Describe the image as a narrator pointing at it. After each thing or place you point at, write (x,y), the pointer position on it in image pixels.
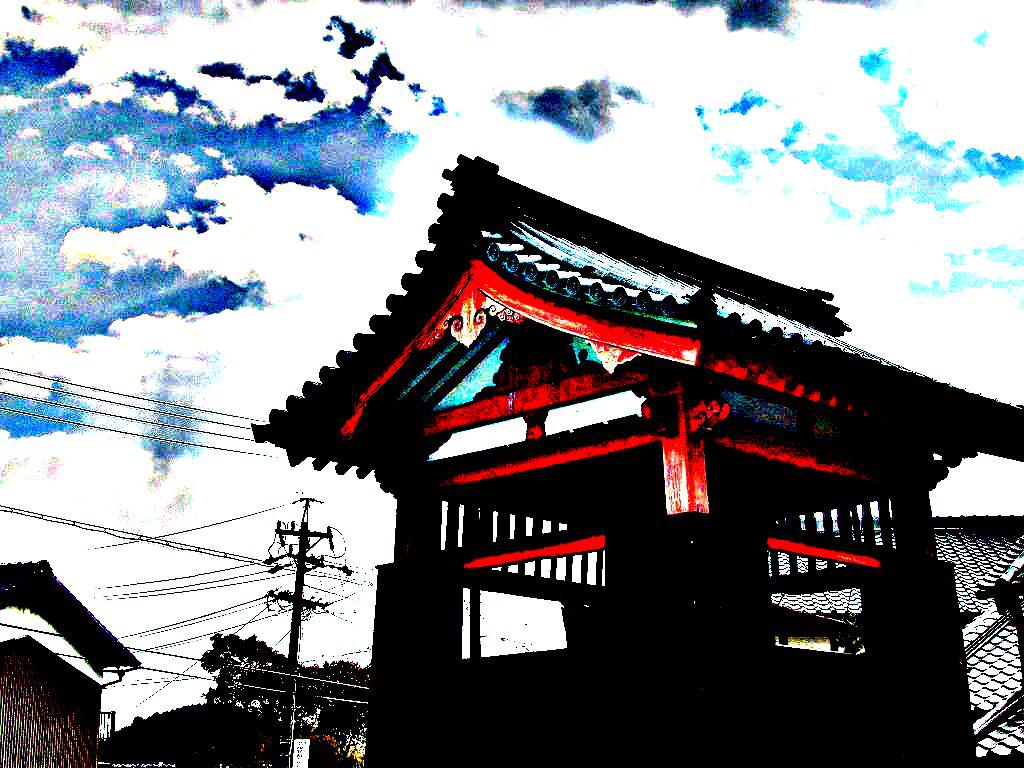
This is an edited image. I can see the buildings (996,684), trees (337,721), an electric pole (289,710) and current wires (271,559). In the background (228,260), there is the sky (832,154).
